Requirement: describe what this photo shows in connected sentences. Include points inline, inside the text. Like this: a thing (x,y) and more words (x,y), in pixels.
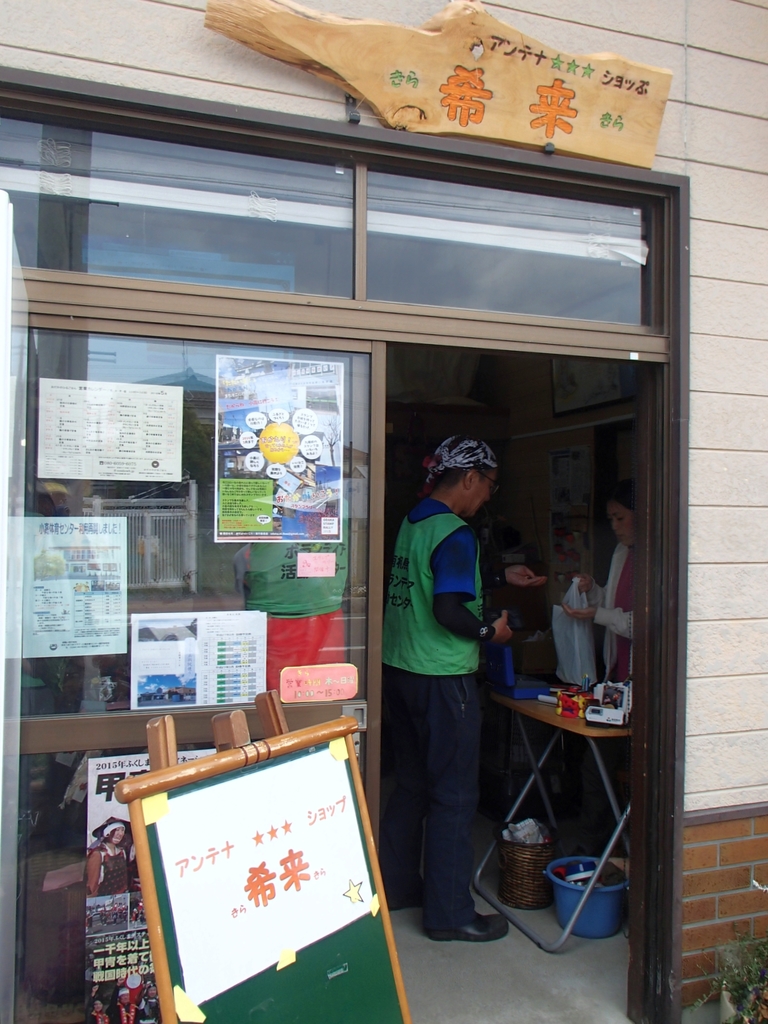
In this picture we can see persons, posters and wall (690,808).
